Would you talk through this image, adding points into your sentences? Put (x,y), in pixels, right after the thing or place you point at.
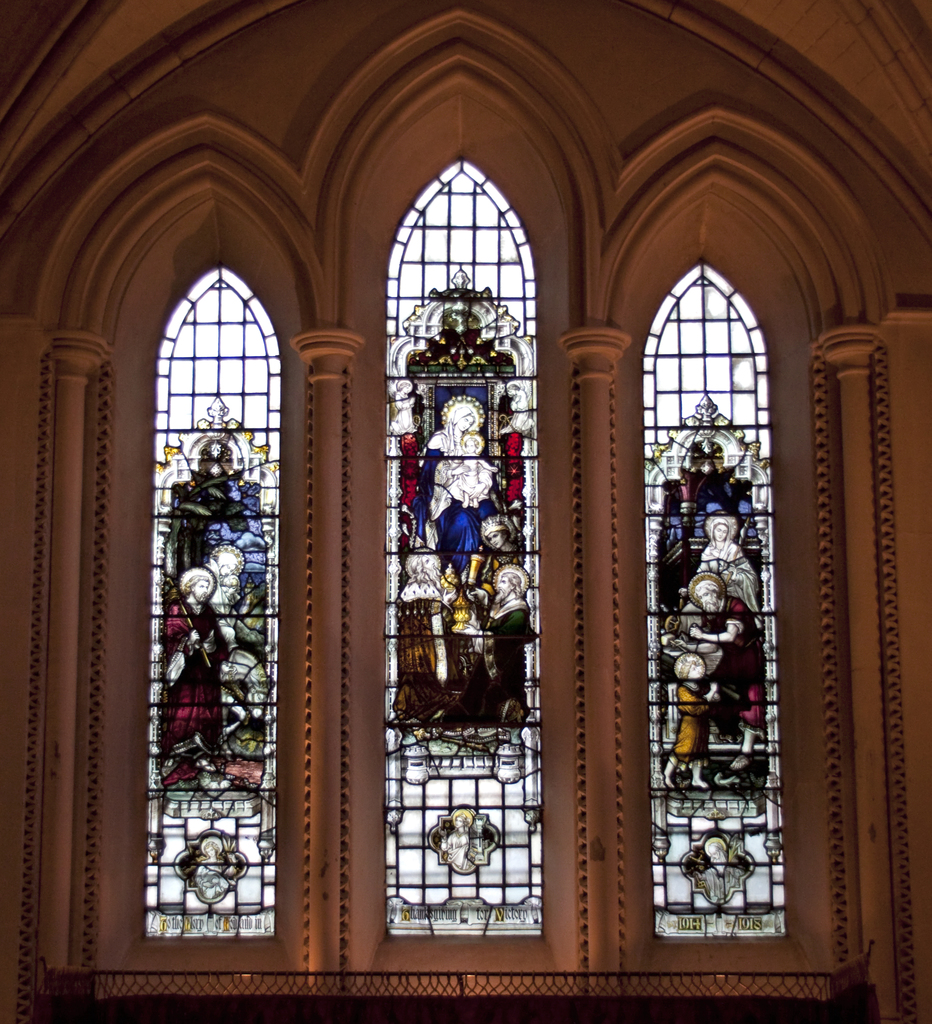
In this picture we can see the interior of a place (332,283) with large windows (195,570) made of glass (177,891) with different images (446,461) on it. There are many pillars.
